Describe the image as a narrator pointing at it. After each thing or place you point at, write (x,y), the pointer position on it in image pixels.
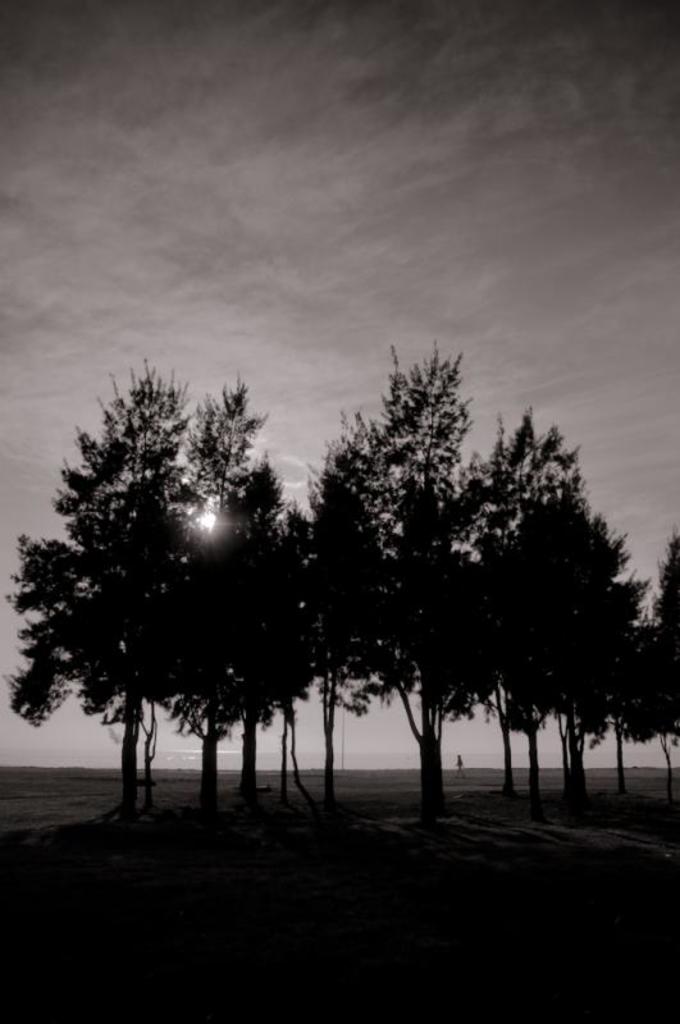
As we can see in the image there are trees (405,625) and at the top (352,236) there is sky (315,147). The image is little dark.
